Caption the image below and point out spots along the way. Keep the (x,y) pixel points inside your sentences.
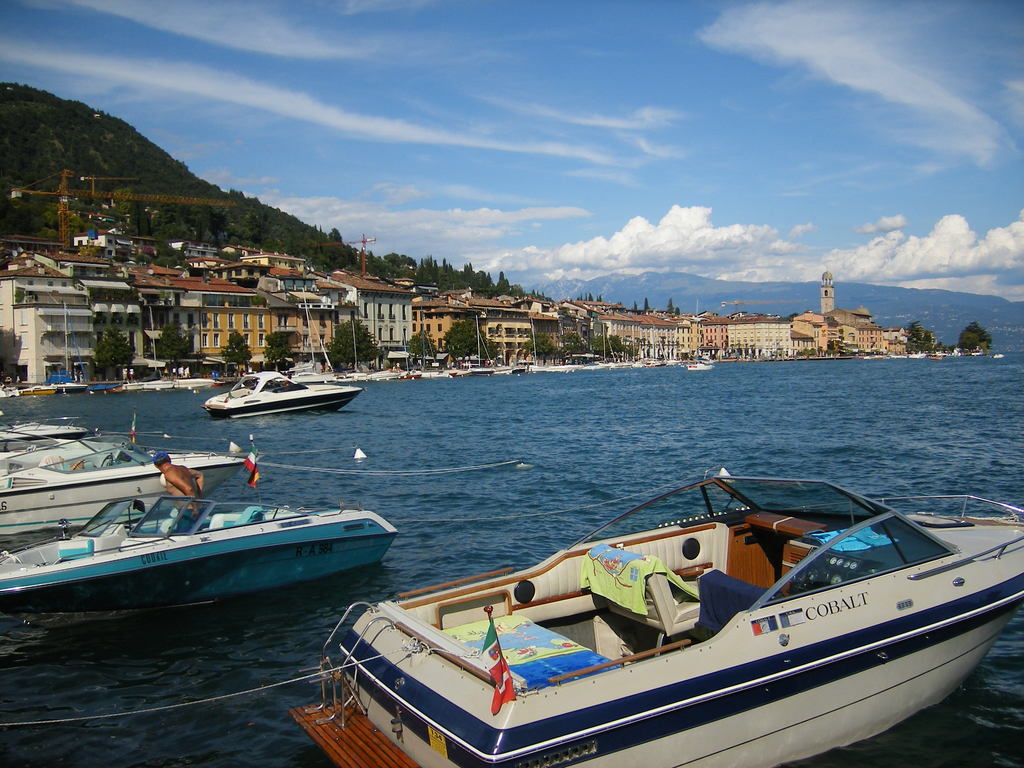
At the bottom (600,697) there is a boat (549,704) on the water (875,766). On the left (96,518) a man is standing in the boat (173,598) on the water (359,406). In the background (170,350) there are boats (355,388) on the water (12,412), poles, buildings (68,316), windows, trees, cranes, mountains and clouds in the sky (536,93).
